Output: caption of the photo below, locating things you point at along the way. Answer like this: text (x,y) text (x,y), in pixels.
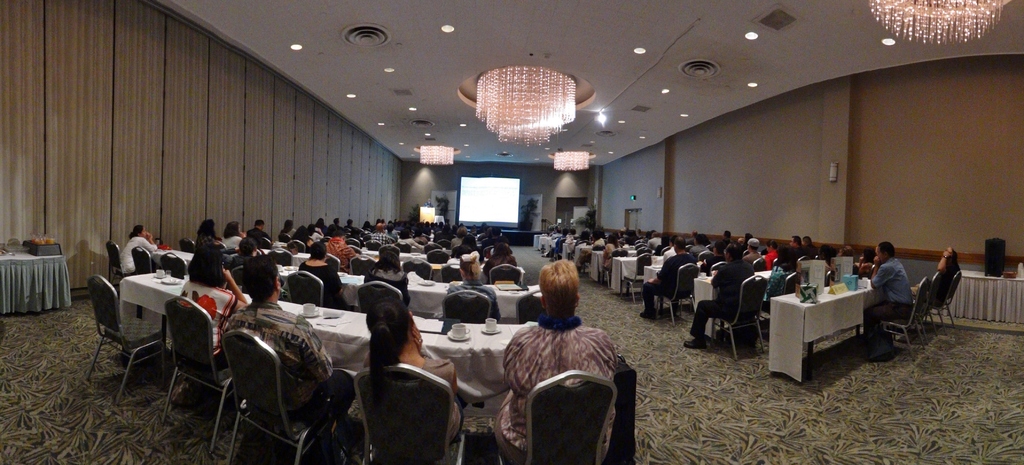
In the image in the center (388,235), we can see a few people (469,253) are sitting on the chair (752,293). In front of them, we can see tables (455,346). On the tables (797,323), we can see boxes (806,290), cups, saucers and a few other objects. In the background (807,204) there is a wall (677,147), roof (521,158), screen (513,204) and lights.
